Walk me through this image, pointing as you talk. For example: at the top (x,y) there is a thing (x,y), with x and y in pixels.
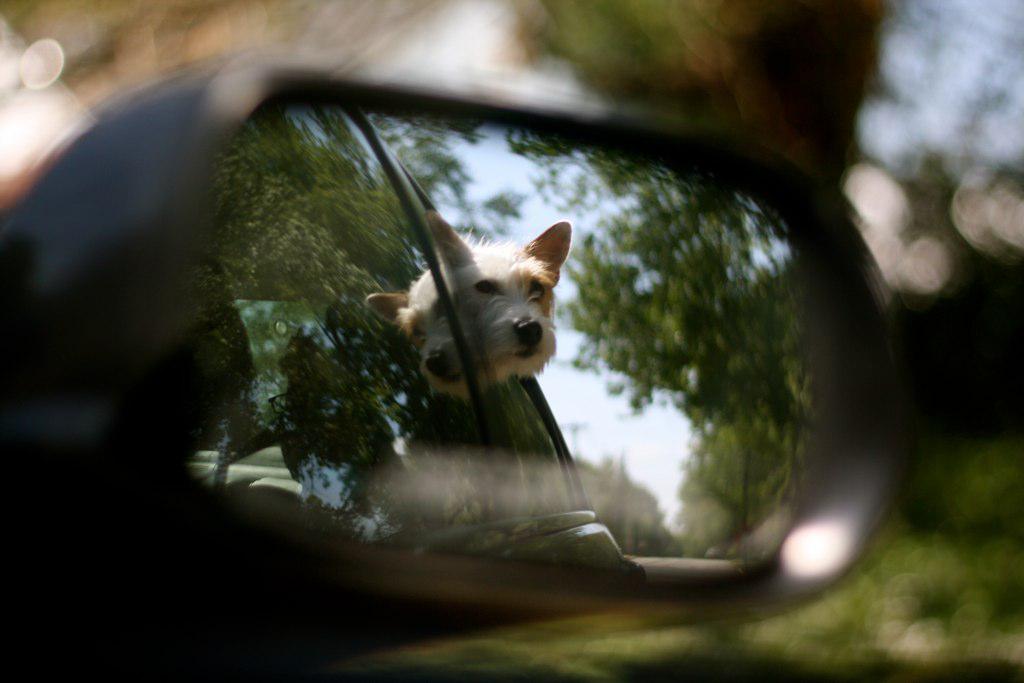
In this image in front we can see a dog (462,389) in the mirror (465,240). On the backside (904,583) there's grass (991,512) on the surface (979,486).
